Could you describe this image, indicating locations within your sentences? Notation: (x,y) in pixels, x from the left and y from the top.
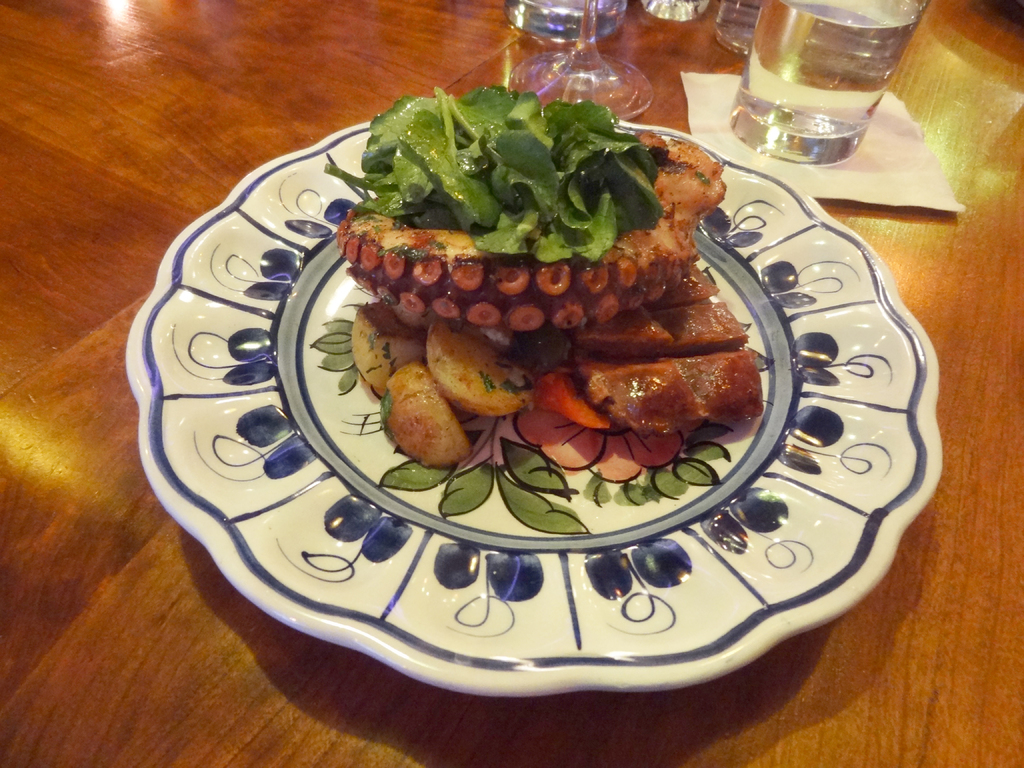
This is the wooden table (77,120) with a glass (785,48) of water (785,48), tissue paper (879,172) and a plate (351,470). This plate (342,438) contains some food items (581,379) in it.
